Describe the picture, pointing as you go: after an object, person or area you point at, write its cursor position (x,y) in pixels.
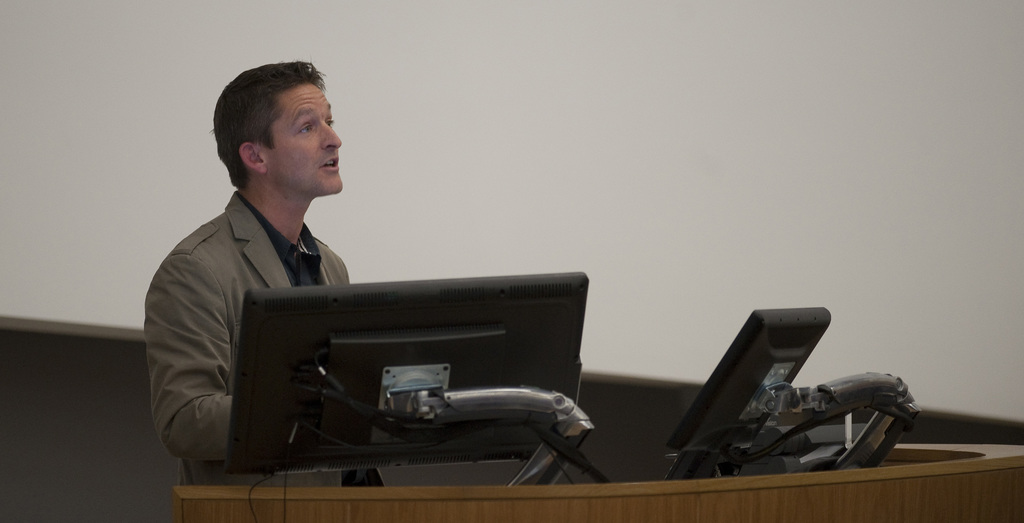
In this picture we can see a person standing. There is a computer (544,378) and a device (735,357). We can see a wooden object (913,506). Background (3,235) is white in color.
